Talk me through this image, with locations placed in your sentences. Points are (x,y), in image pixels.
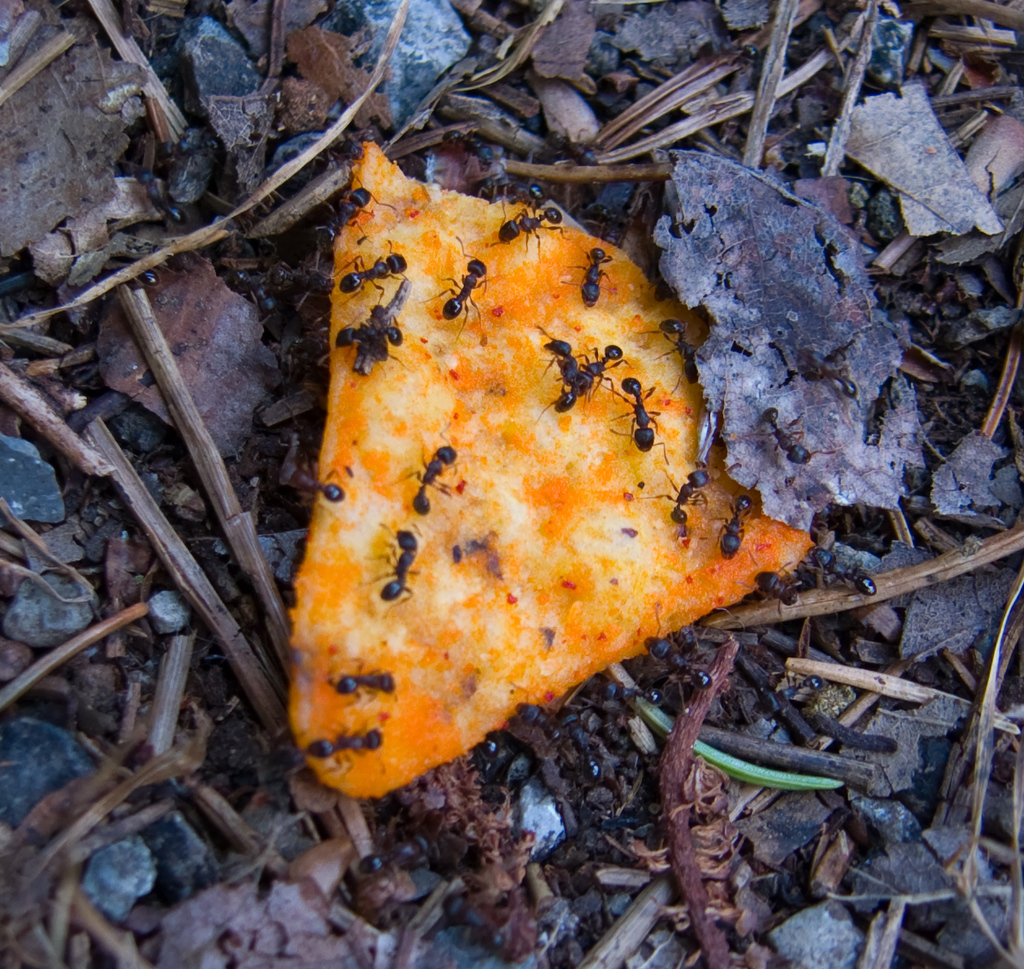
In this picture I can observe a piece of food (453,417) on the ground (263,864). There are some black color ants (335,497) on the food (479,473).
